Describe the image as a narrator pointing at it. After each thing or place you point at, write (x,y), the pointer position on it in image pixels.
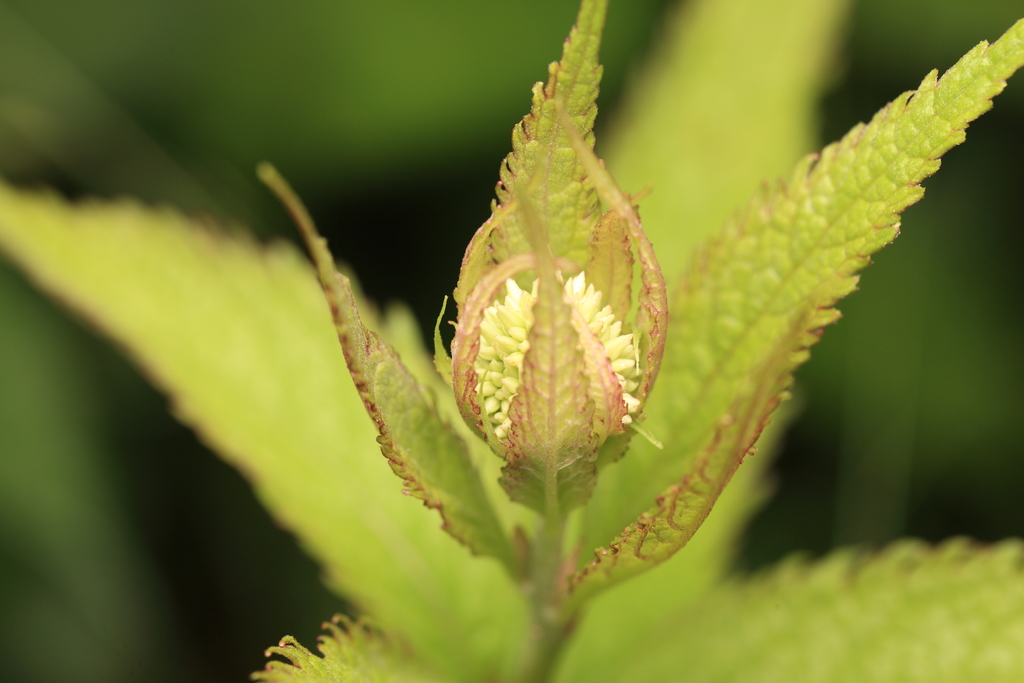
In the image there is a bud (531,401) and also there are leaves (710,356). There is a blur background (764,98) with leaves (893,554).
